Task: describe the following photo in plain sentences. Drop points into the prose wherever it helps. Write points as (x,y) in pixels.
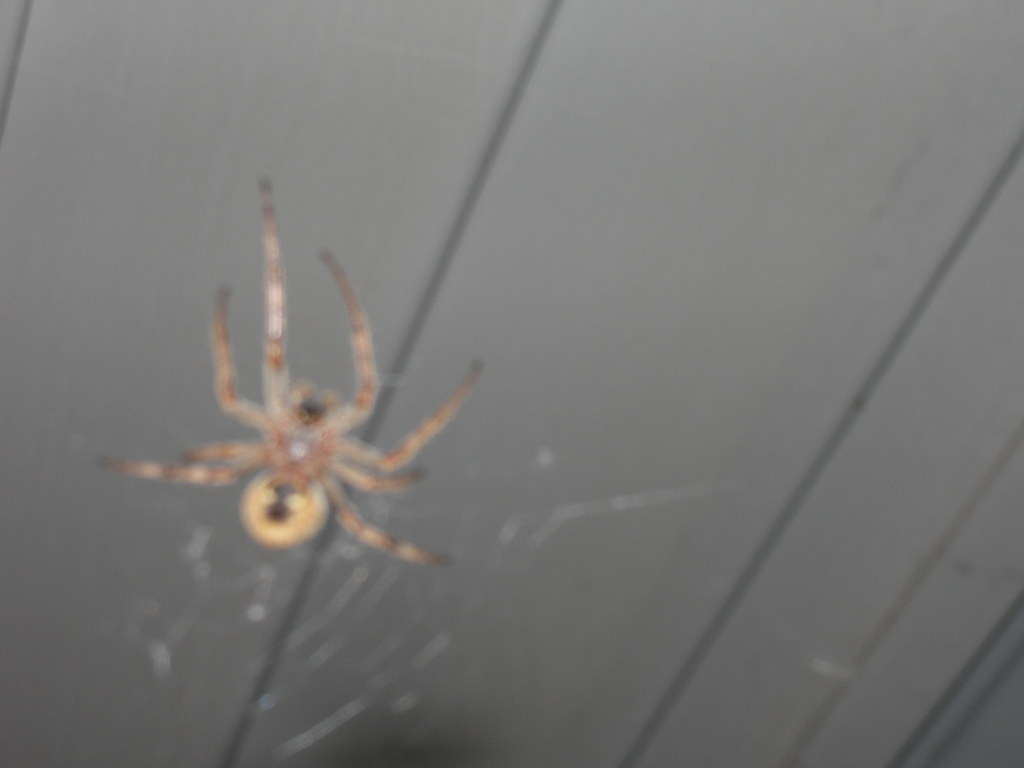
In the image there is a spider (361,454) on the web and above its ceiling (665,100).
